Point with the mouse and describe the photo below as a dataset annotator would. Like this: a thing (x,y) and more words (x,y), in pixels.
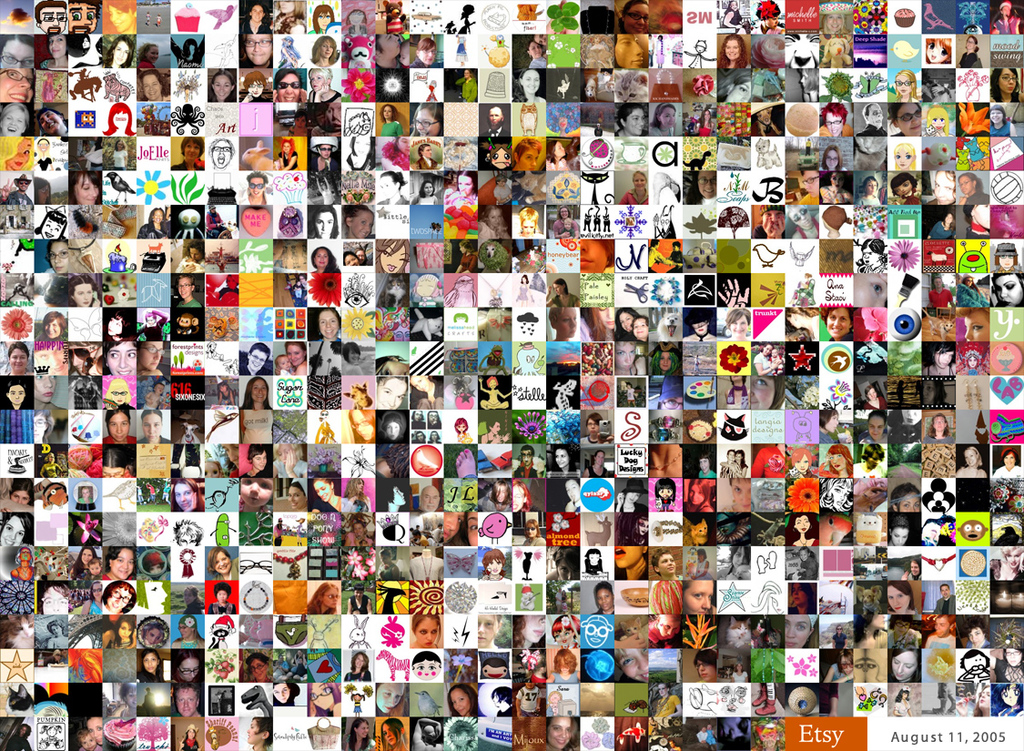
In this image I can see the collage picture. I can see few faces (62,227), flowers (359,560), animals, toys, few objects (711,706). It is the colorful image.
